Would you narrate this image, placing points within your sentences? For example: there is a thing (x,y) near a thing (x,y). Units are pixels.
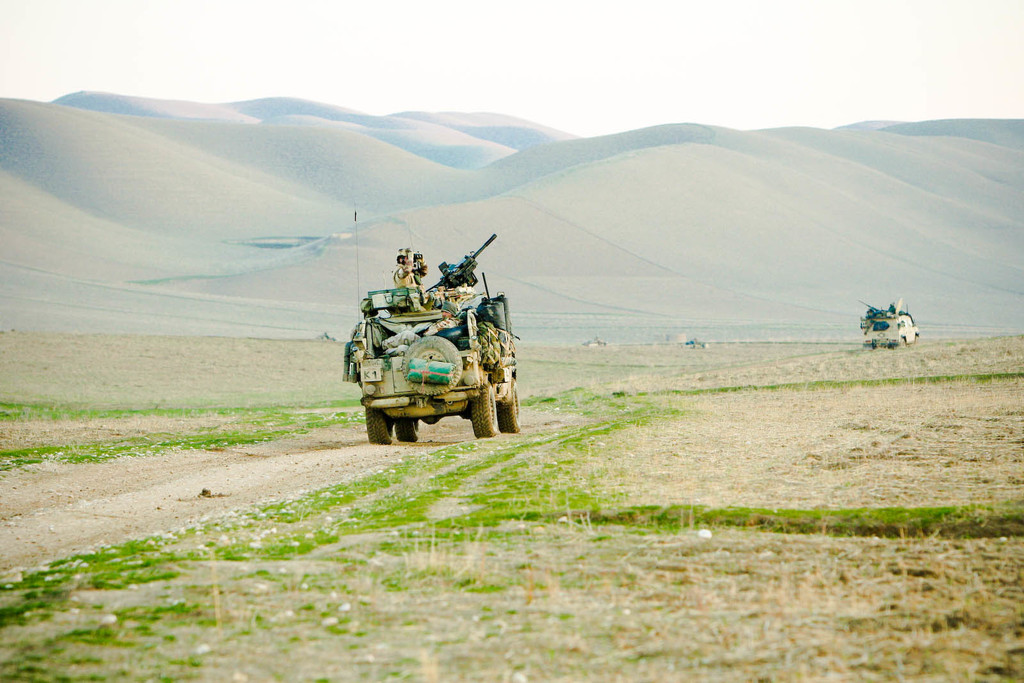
In this image I can see the vehicles (455,357) on the ground (580,459). I can see many objects (411,347) in the vehicles (428,343). I can see the one person (408,285) in the vehicle (400,273). In the background (466,199) I can see the sand (496,146) and the sky (466,62).
